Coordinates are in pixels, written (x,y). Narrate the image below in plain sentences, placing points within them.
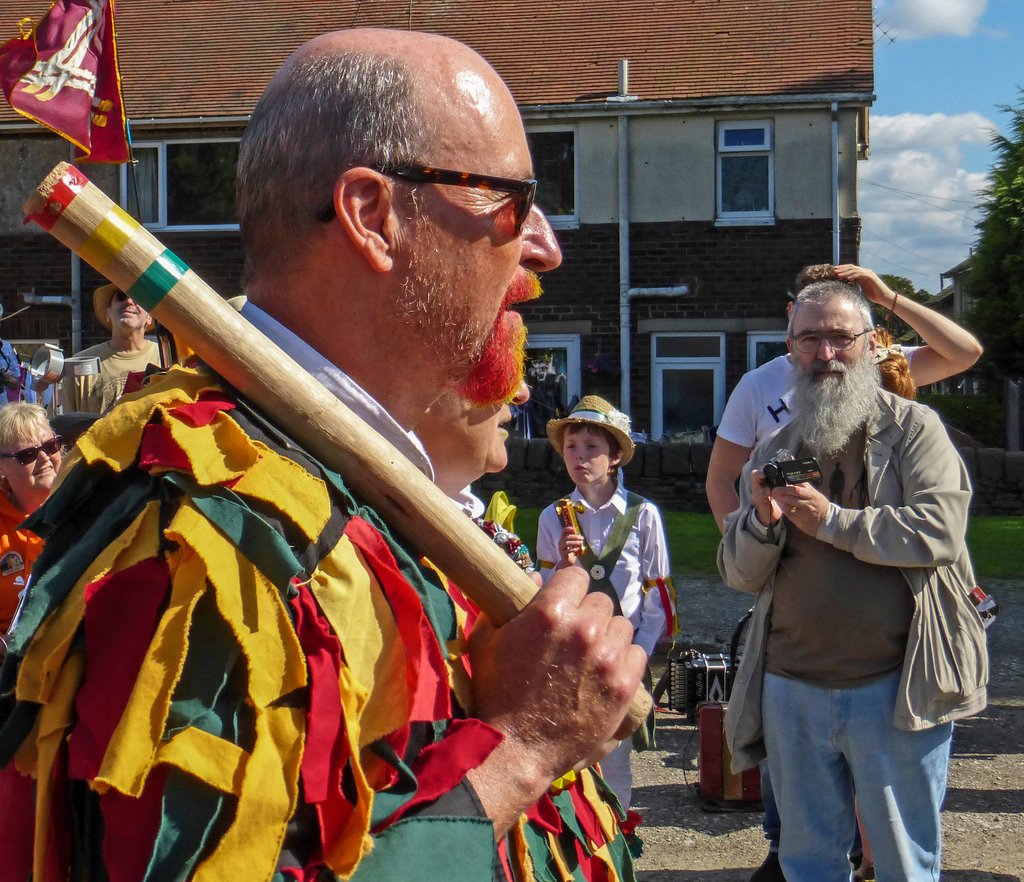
In this image, we can see a group of people (561,257). Here a person (203,460) is holding a stick (416,539). On the right side of the image (793,608), a person (742,568) is holding a camera (802,482) and boy (579,547) is holding some object (579,529). Background (842,256) we can see building (761,283), brick wall (774,277), glass windows (696,343), pipes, flag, trees (991,368), few houses (958,282), grass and cloudy sky (936,130).
